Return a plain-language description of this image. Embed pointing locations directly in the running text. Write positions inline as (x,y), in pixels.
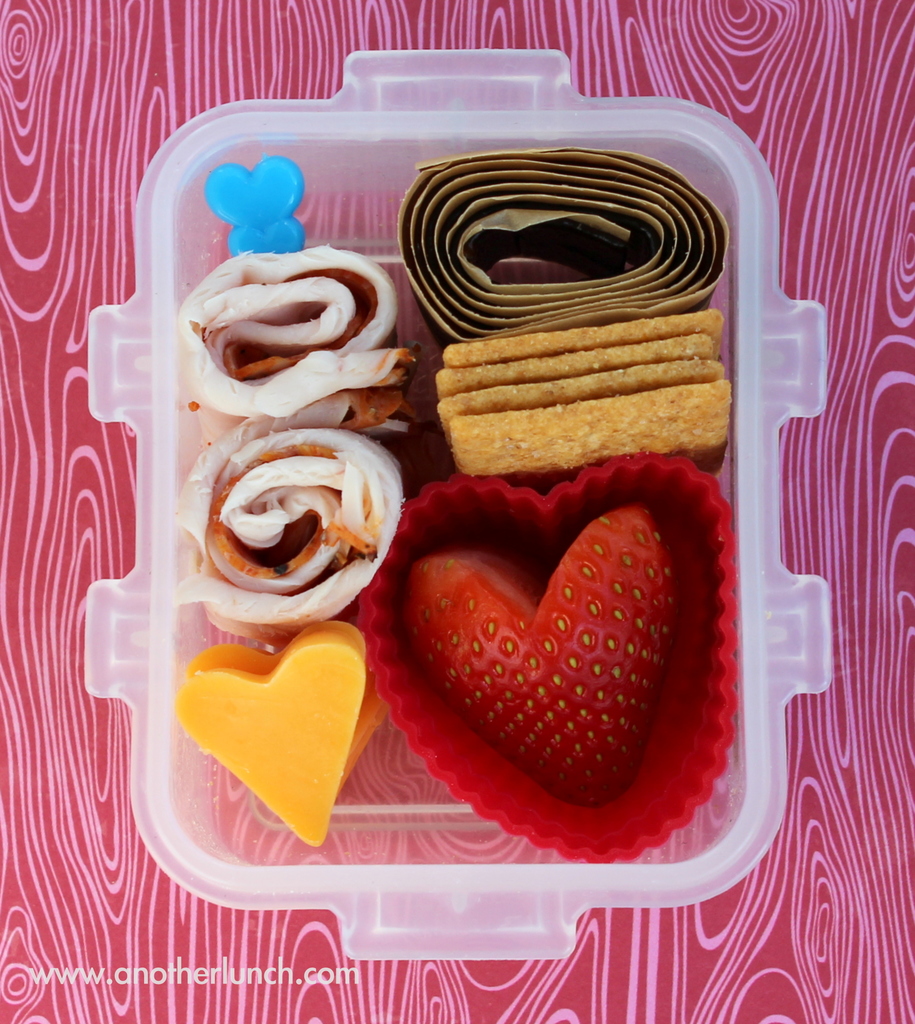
In this image there are some food items (429,649) in it. Box (421,447) is kept on the table (23,42).
